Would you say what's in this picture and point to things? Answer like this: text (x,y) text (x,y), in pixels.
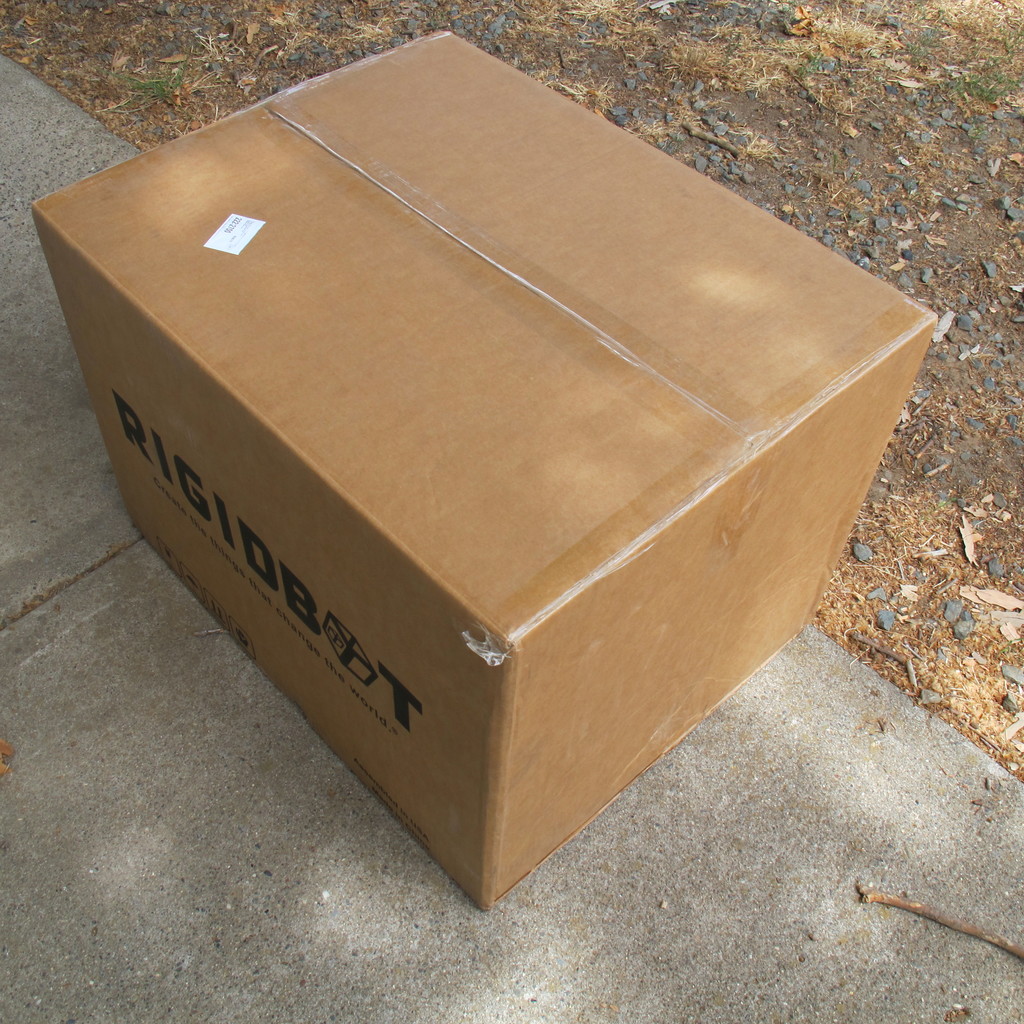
In this image we can see a box (491,521) on the ground (720,792), wrapped with plaster (558,560), sticker (240,232) is pasted and some text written on it, also we can see a stick (925,907), stones (959,629), and leaves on the ground (117,72).
